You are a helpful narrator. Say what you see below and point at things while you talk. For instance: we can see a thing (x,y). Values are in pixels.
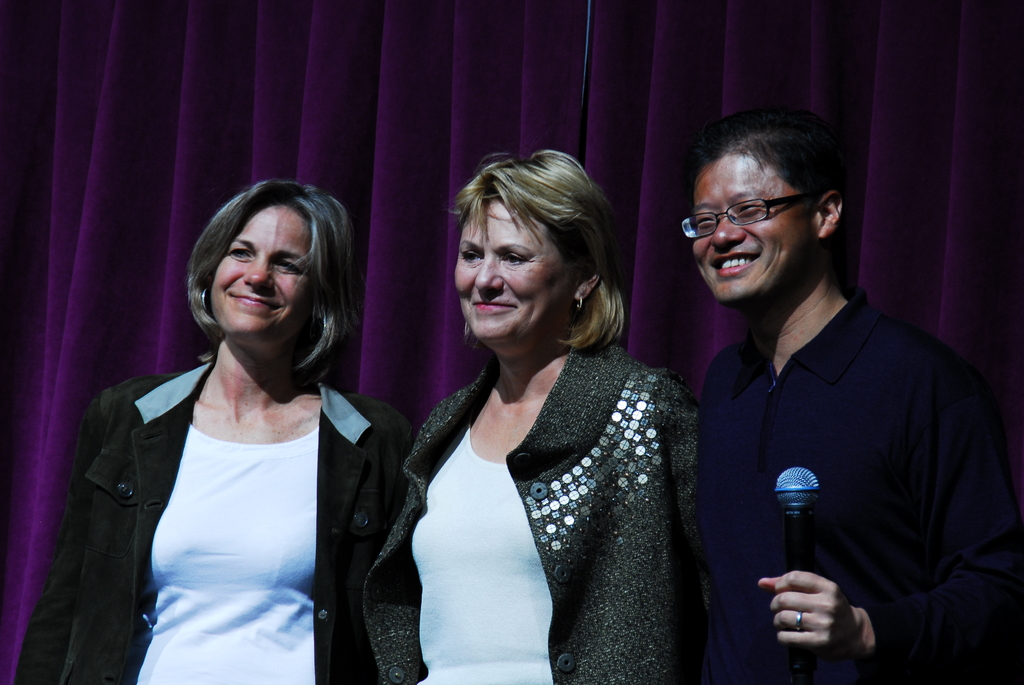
In the middle (515,426) there is a woman (528,557) she is smiling her hair (531,189) is short, On the right (806,450) there is a person (780,441). On the left (188,484) there is a woman (188,602) she is smiling her hair (315,272) is short she is staring at some thing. In the background (347,112) there is a curtain (400,84).
